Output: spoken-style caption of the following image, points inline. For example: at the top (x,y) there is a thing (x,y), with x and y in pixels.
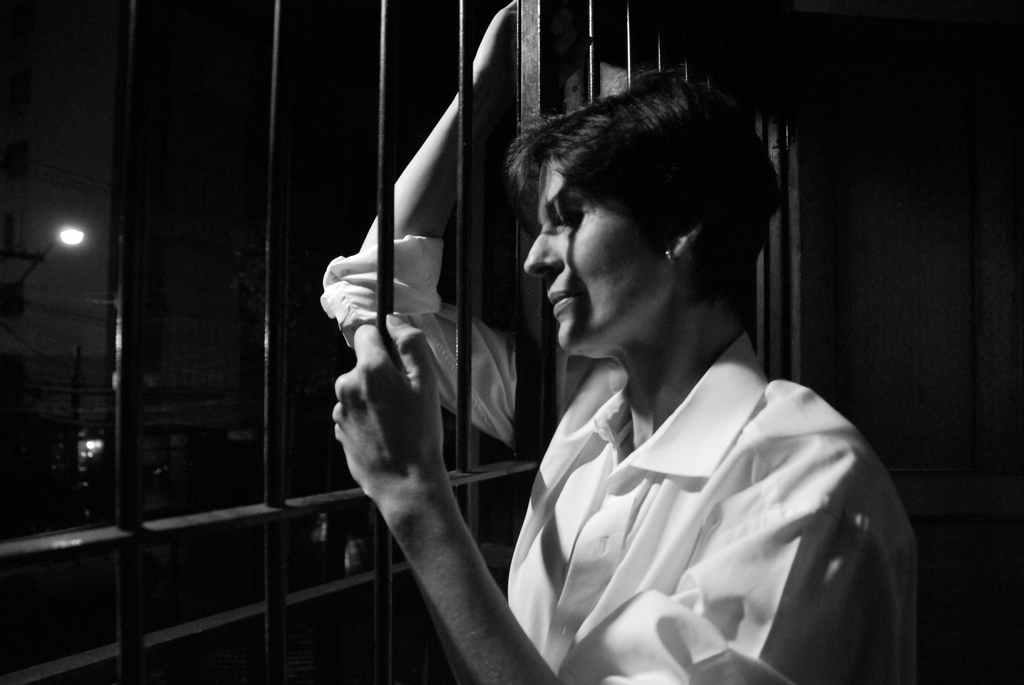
A person (632,443) is standing, this is iron grill (464,314), this is street light (42,259).
